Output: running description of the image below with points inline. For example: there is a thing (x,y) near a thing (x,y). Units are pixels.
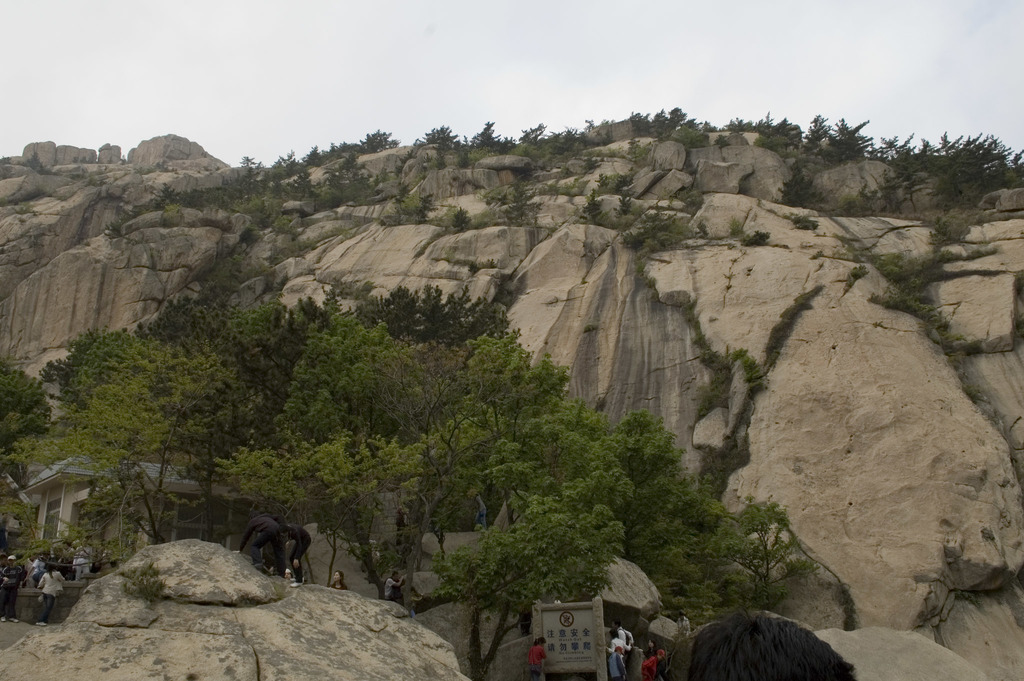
In the image there is a mountain (436,166) and under the mountain (682,194) there are trees (432,442), house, few people (295,577) and rocks (316,550).
